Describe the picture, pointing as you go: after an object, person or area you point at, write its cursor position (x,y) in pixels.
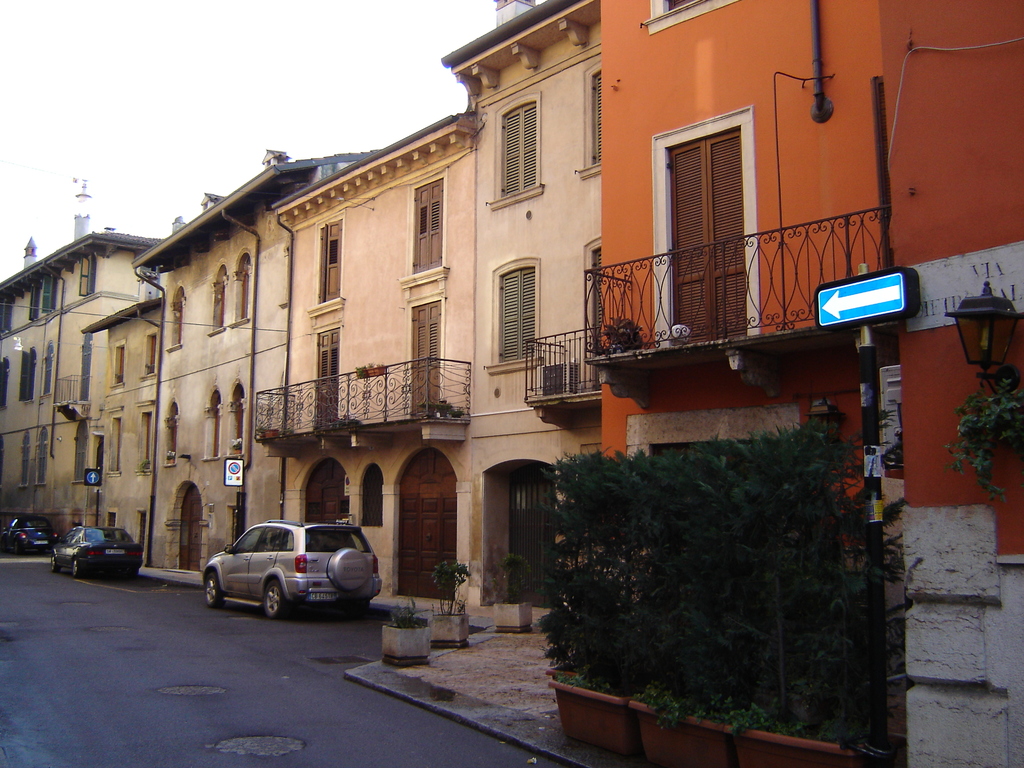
On the right (735,568) we can see plants (758,597), lamp (997,376), sign board (874,311) and a building (756,115). In the middle of the picture (520,261) there are buildings (428,437), plants (398,624) and cars (287,553). On the left (69,455) there are buildings (26,430), car (33,531) and road (113,691). At the top (217,108) there is sky (250,101).
